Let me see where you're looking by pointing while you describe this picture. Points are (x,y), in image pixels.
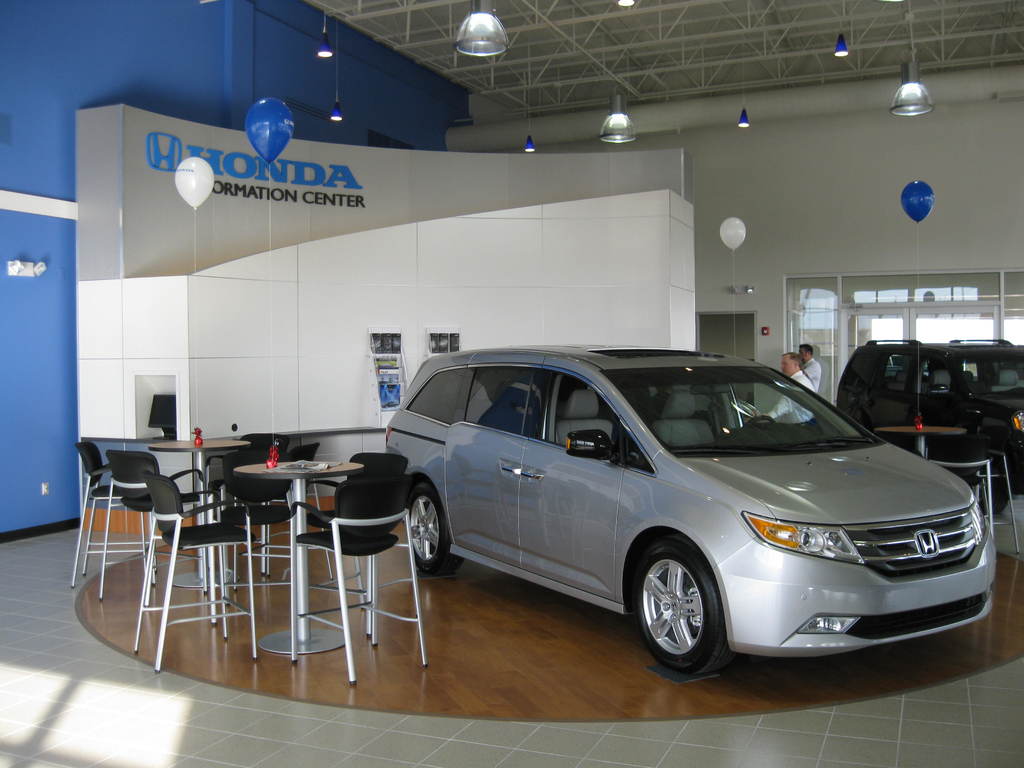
A car (478,465) in a showroom (499,294) is shown in the picture. The name of the showroom (364,235) is "Honda". There are two tables (251,471) with chairs (239,538) beside the car (463,474). There is a car (859,406) in black color to the right of the image (938,396).
